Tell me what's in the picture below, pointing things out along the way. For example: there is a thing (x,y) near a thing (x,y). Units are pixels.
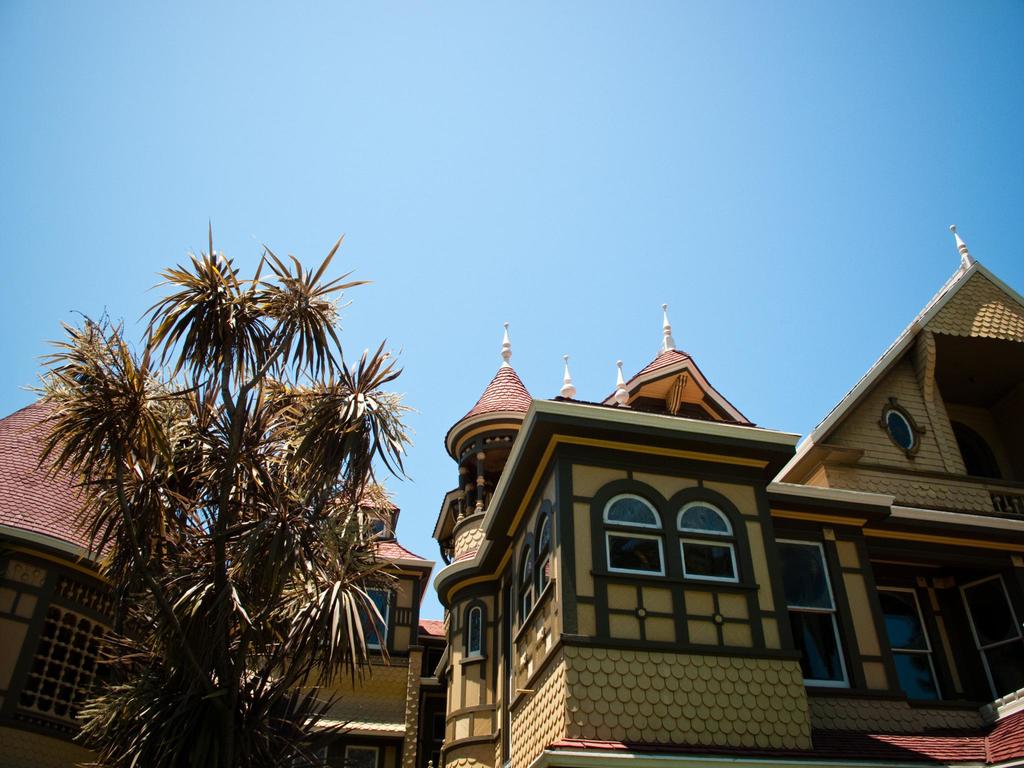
In this picture I can see buildings (603,650) and a tree (329,326) and I can see blue sky (511,224).
